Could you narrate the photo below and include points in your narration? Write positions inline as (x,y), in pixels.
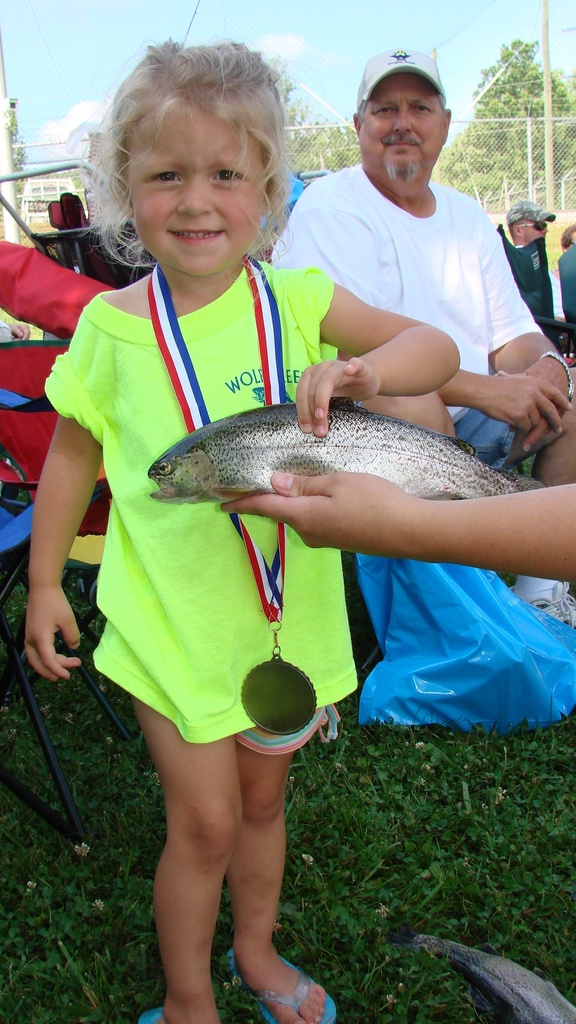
In the picture we can see a girl child (236,829) standing on the grass surface (129,750) and she is with green T-shirt (204,514) and we can see a person's hand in front of her holding a fish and the girl (253,841) is also touching it and behind her we can see a man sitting and he is with white T-shirt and a cap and behind him we can see some poles (4,124) with fencing (512,166) and behind it we can see a sky (388,25) with clouds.
